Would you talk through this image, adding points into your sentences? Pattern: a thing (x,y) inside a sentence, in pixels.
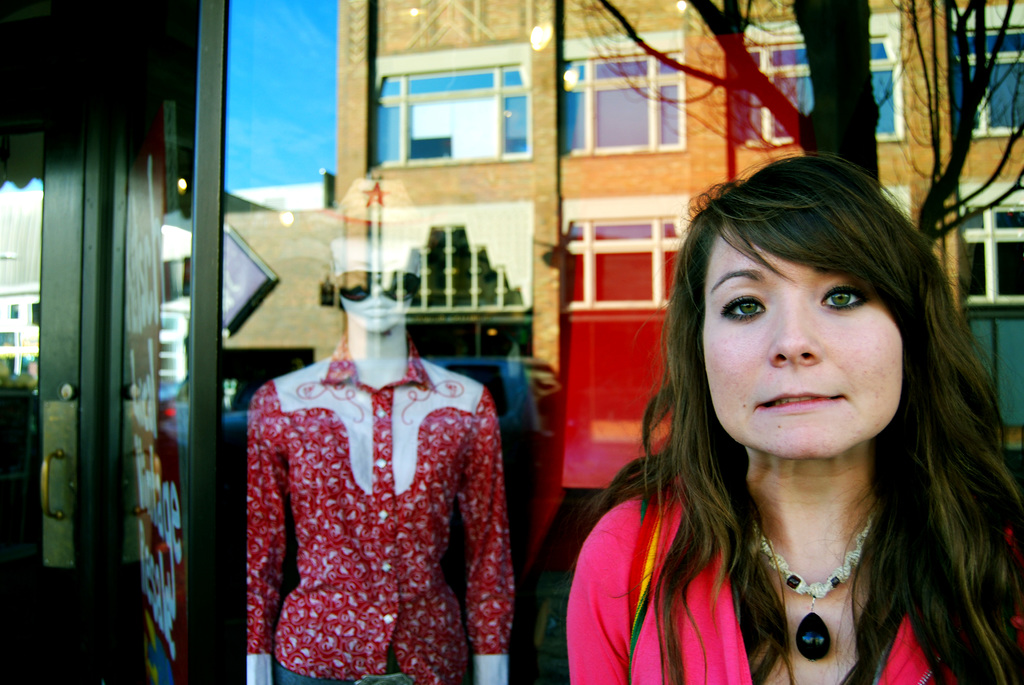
In the image there is a woman (719,585) with pink dress (623,572) standing on right side (779,417) and behind her it seems to be a store (5,270) with a mannequin (352,433) inside it, there is a reflection (679,101) of tree (741,75) and building (580,147) on the glass wall (520,109) behind her, she wore a necklace (808,645) with a black pendant (812,632).
